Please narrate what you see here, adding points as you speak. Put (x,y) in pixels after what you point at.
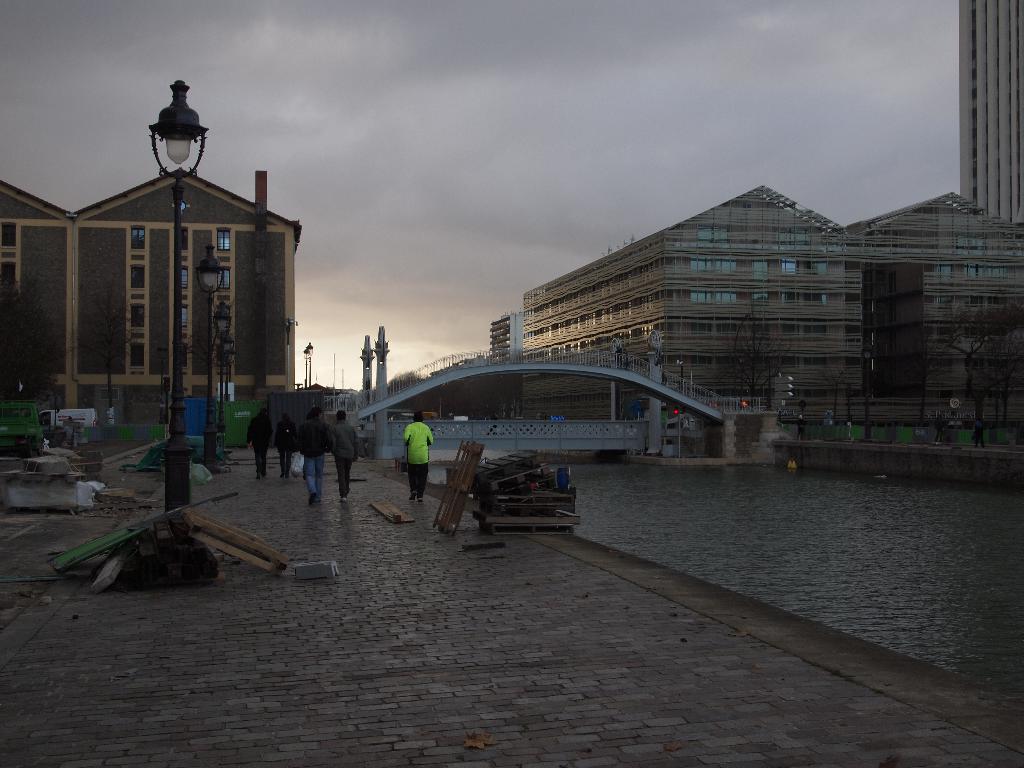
In this image we can see a lake (807,574), bridge (514,432) and a light pole (171,142). Behind so many buildings (753,282) are present. the sky (516,148) is full of clouds (369,168). Left side of the image (280,503) people (348,450) are walking on the road (340,627).
